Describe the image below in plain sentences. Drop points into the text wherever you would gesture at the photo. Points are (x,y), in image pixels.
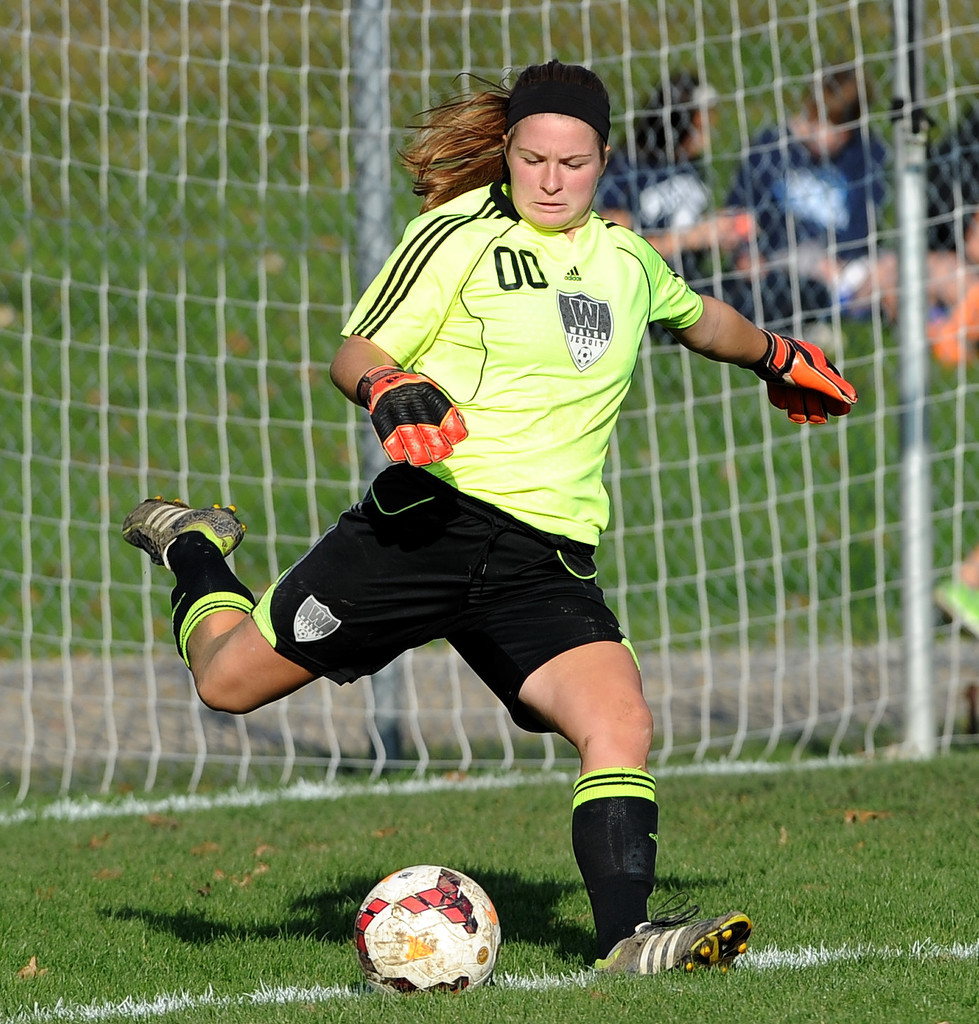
In the foreground (362,336) picture we can see a woman (486,620) kicking a football (379,889). In the foreground (276,825) there is grass (728,833). In the middle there is goal post (424,53). The background (35,180) is blurred. In the background (696,165) we can see greenery (718,171) and some blue color objects (767,178).
